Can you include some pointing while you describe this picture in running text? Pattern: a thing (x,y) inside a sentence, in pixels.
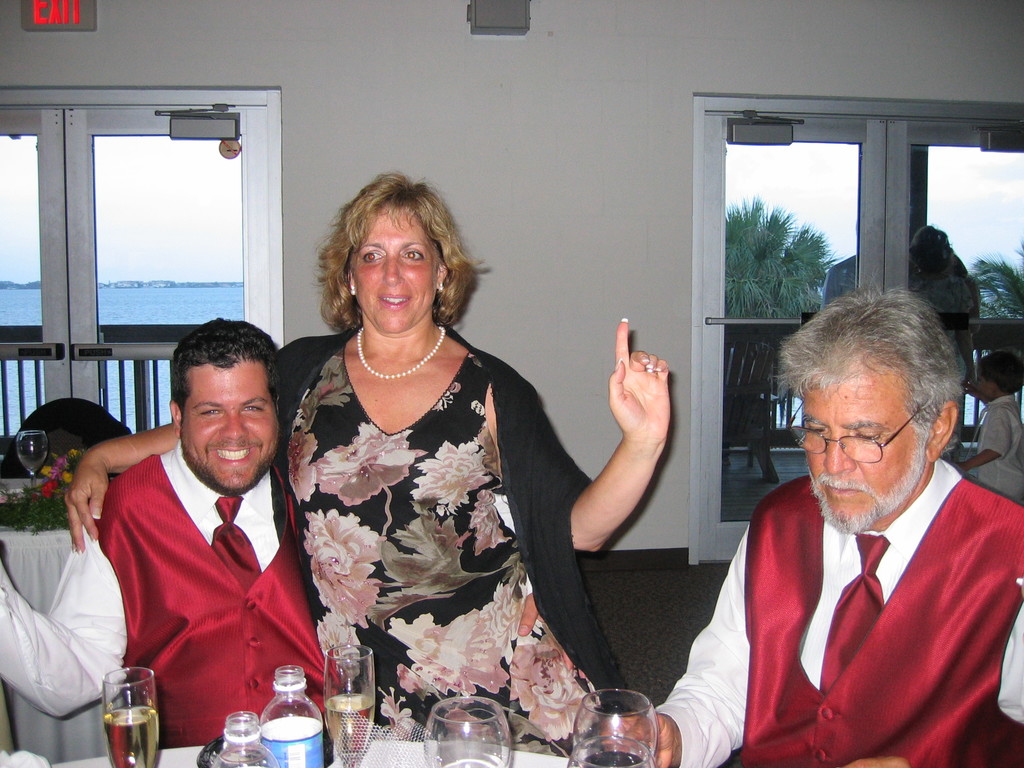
In this image I can see two persons (816,607) wearing white and red colored dress (221,552) are sitting and a woman (396,482) wearing black and cream colored dress (426,521) is standing in front of a table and on the table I can see few glasses (325,726) and few bottles (272,726). In the background (595,351) I can see the grey colored wall (535,190) and the windows (865,266) through which I can see few trees (784,287), the water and the sky (149,211). I can see a table (66,545) with few objects (68,480) on it.
